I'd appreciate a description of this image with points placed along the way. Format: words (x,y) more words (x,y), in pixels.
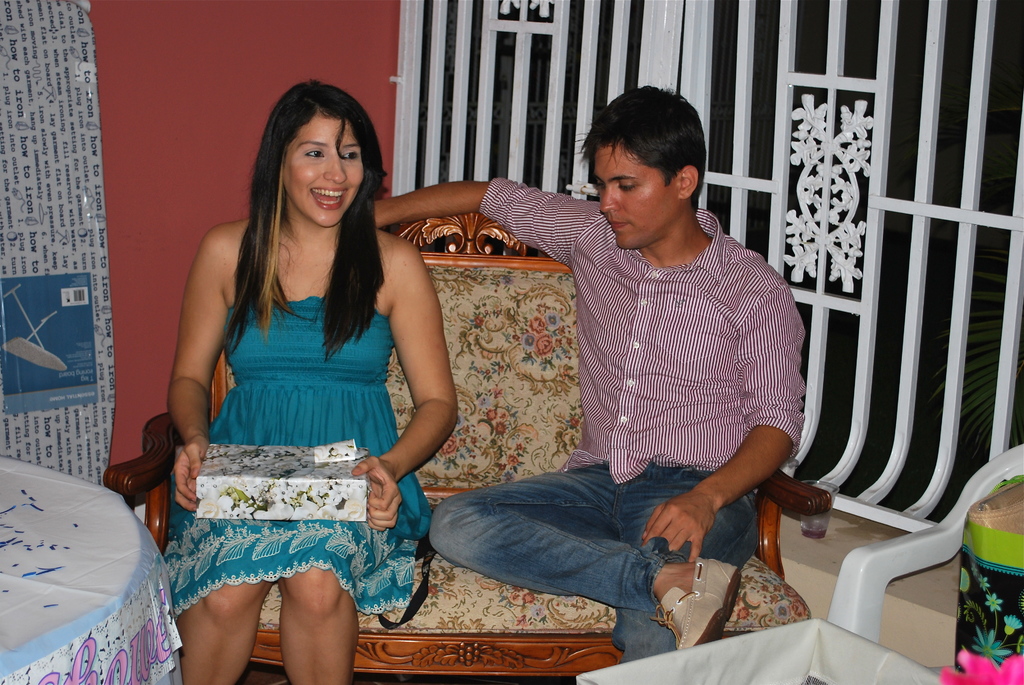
This image consists of two persons (607,413) sitting in a sofa (461,412). The woman (356,466) is wearing blue dress (331,524). To the right (683,474), the man (625,564) is wearing blue jeans (567,576) and pink shirt (652,434). To the left (75,556), there is a table (63,648) covered with a white cloth (104,607). In the background (827,238), there is a railing (911,255) along with wall (182,40). To the right (922,551), there is a chair (892,581).
